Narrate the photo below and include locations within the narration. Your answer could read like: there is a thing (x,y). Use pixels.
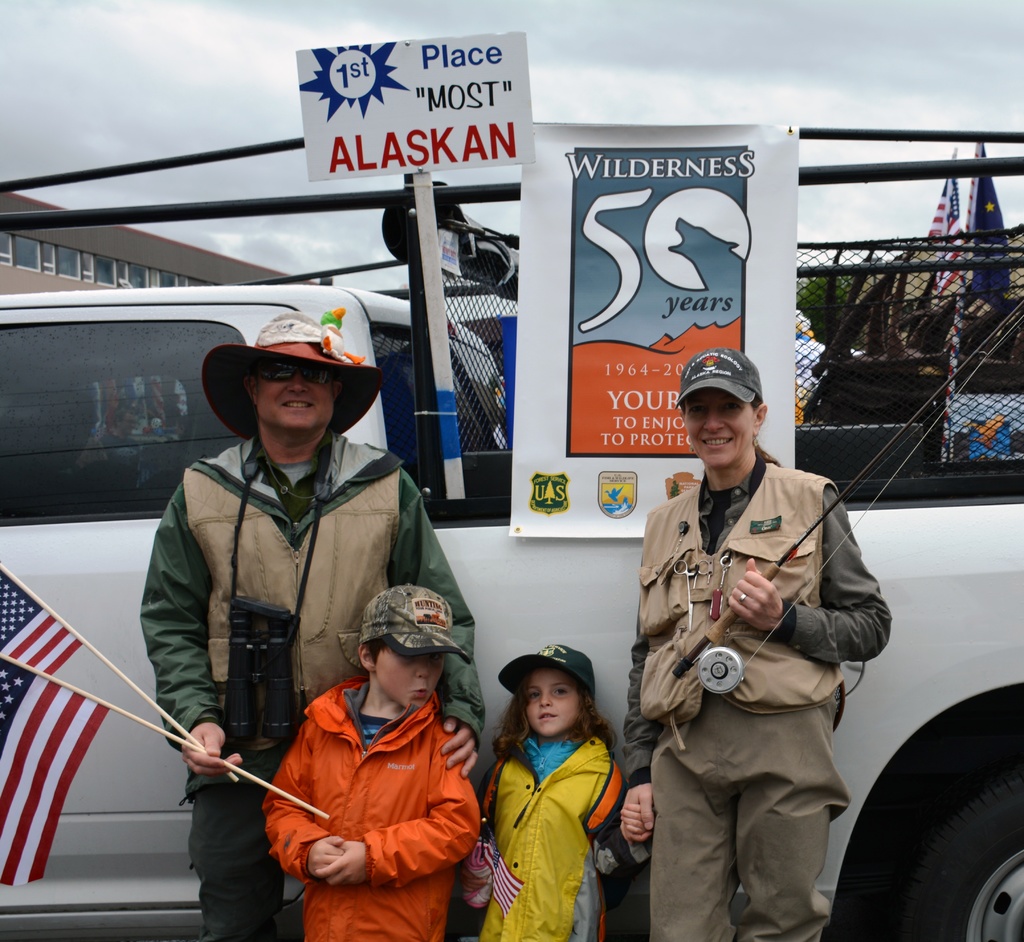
In this image we can see one building (122,268), some trees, some objects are on the surface (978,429), some flags (986,190), one vehicle (963,538), some posters (793,344) attached to the vehicle (827,258), two persons (754,473) standing and holding some objects (65,747). Two children (546,703) are standing, one girl (534,707) holding a small flag (508,883) and at the top (76,68) there is the sky (345,232).
